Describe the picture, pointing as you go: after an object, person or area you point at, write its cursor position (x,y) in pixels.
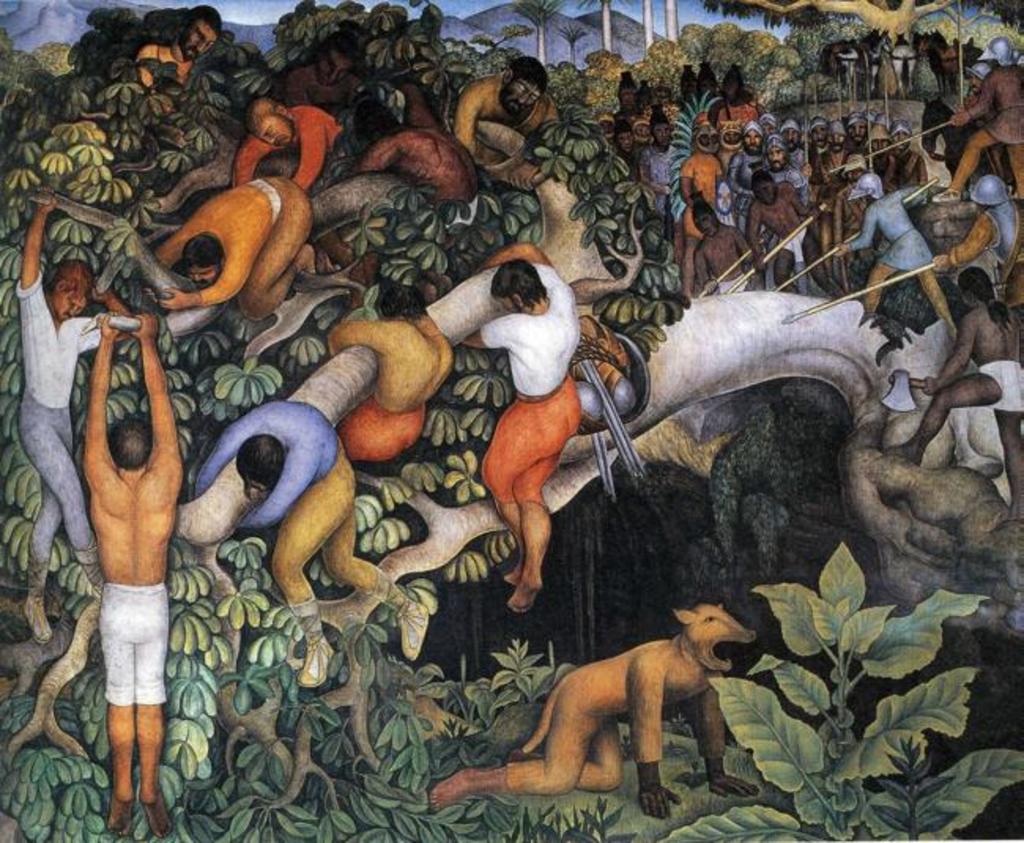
This image is a painting. In this we can see group of persons (968,358) and trees (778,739). In the background (595,80) there are hills (528,44), trees (543,31) and sky (681,21).
